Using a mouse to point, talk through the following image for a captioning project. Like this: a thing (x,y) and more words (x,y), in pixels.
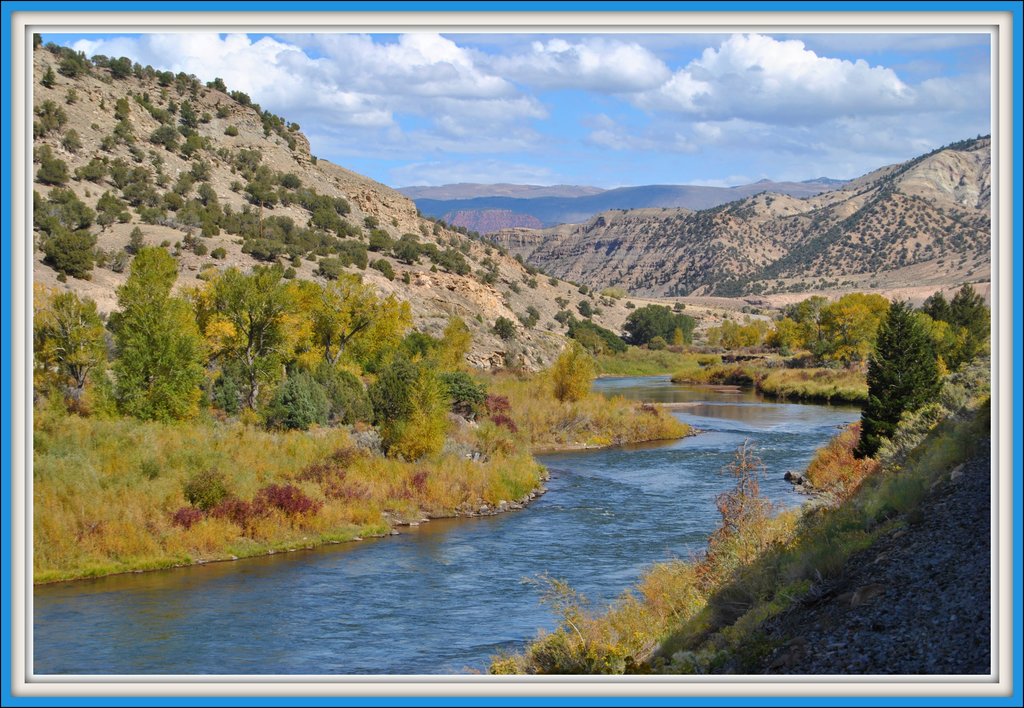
In the picture we can see a photograph (529,426) of a scenery (876,666) with water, which is blue in color and on the both sides of water (316,634) we can see some grass plants (166,453), hills (65,97) with trees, plants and in the background (537,184) also we can see some hills (576,203) and sky (473,163) with clouds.
